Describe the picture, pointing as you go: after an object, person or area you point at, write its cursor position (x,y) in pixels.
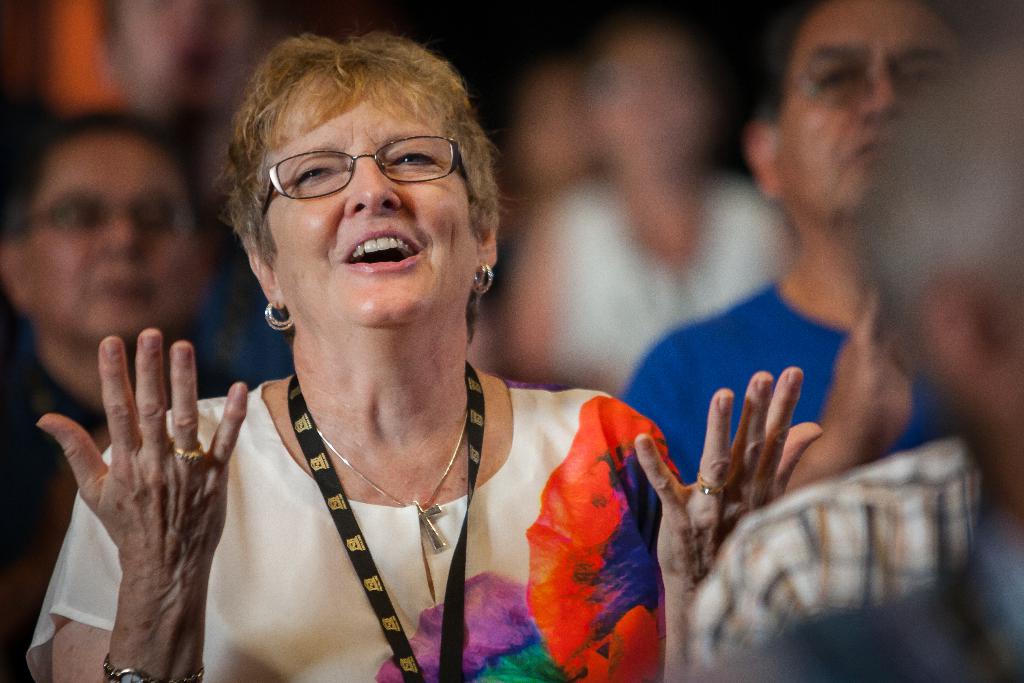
In this picture we can see some people (559,213) here, a woman (316,204) in the front (455,482) wore spectacles (440,160) and a tag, we can see Christianity symbol (427,523) here.
